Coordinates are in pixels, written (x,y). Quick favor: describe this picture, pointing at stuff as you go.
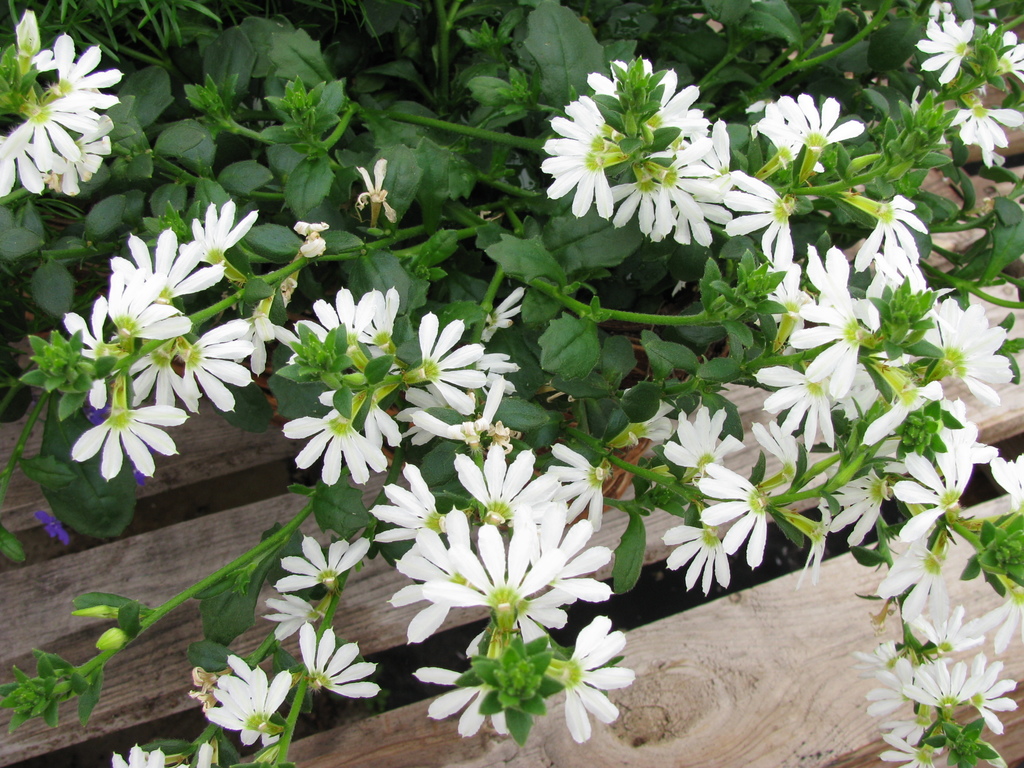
In this picture I can see plants (754,333) with white flowers (974,452), and there is a wooden object (737,719).
